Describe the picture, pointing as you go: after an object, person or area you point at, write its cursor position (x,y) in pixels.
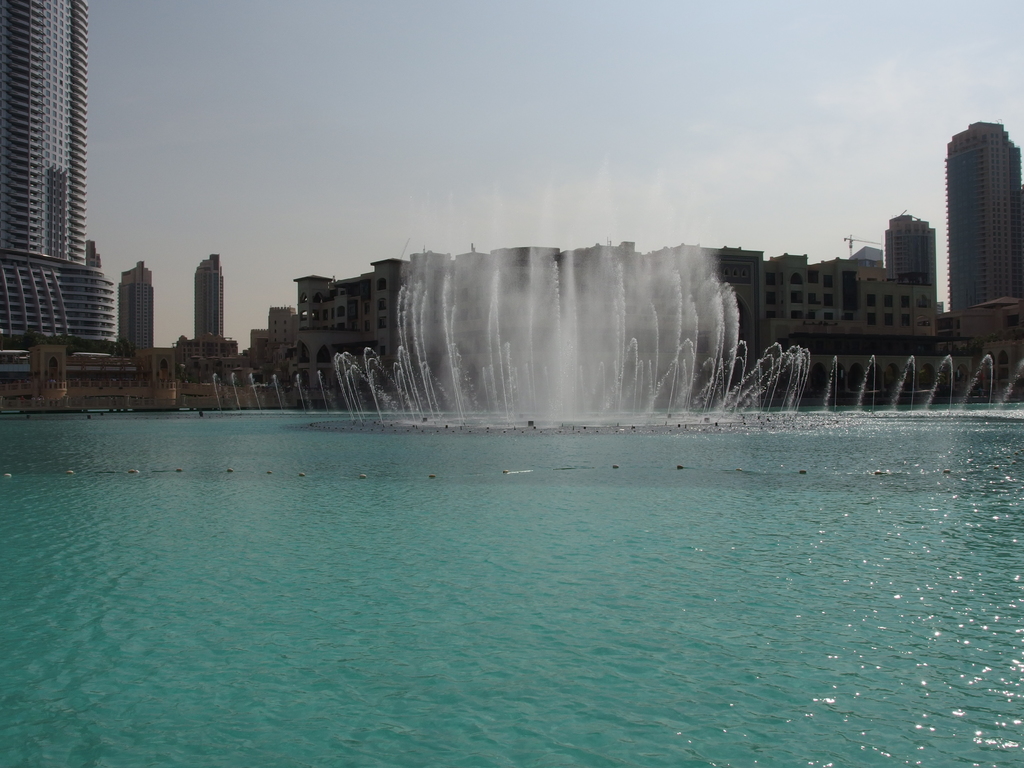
This is a water fountain (479,407). I can see the water (477,409) flowing. I think this is the skyscraper (78,230). These are the buildings (897,286). Here is the sky (483,59).
